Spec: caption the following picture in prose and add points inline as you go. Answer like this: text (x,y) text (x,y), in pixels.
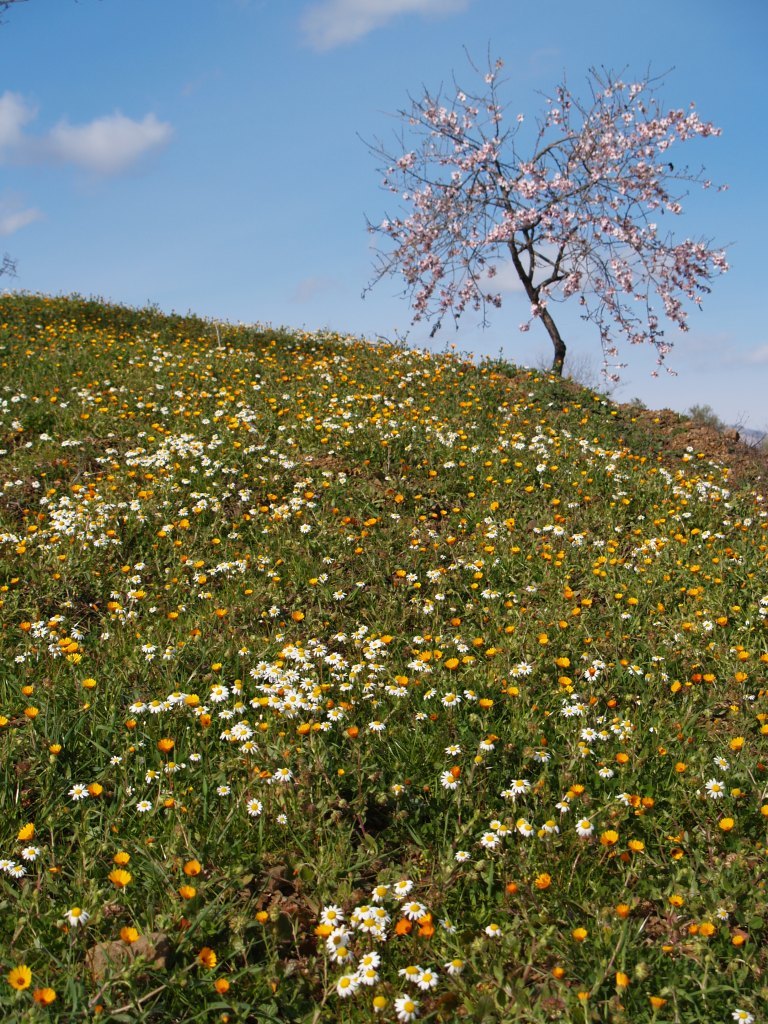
In this image, It looks like a garden (30,329) filled with multiple flowers (131,459) which includes White, Yellow, Red, Pink color flowers (352,685) after that I can see sky (716,306) and a tree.
